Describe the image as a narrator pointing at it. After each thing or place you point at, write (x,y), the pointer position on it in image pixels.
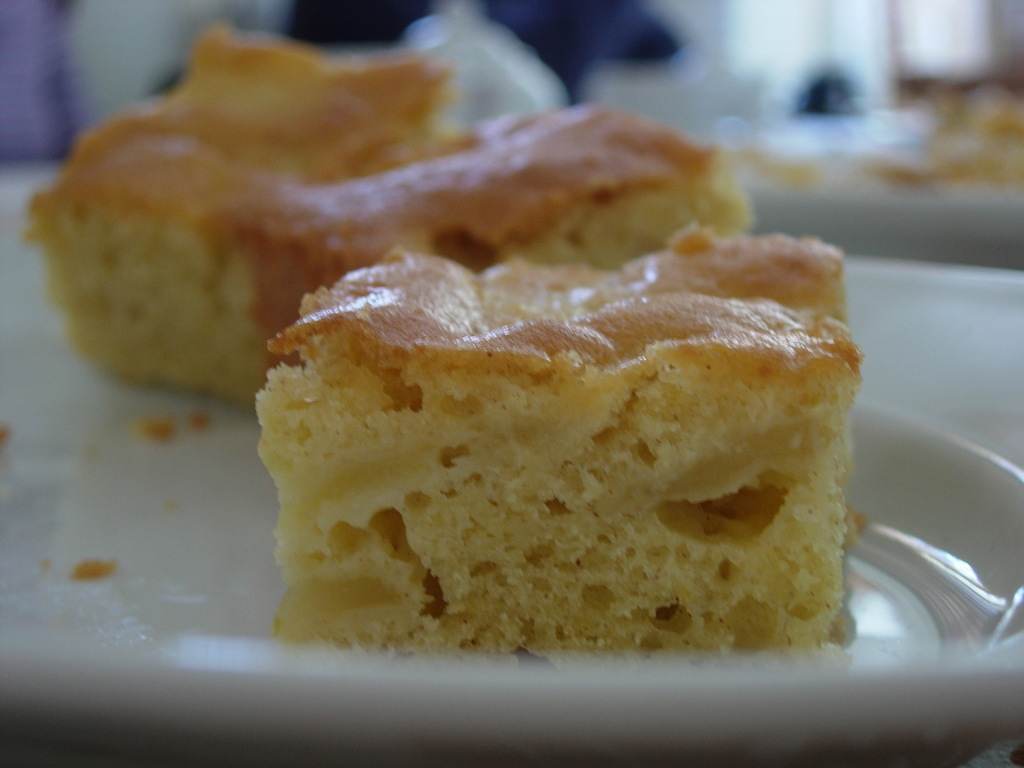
In this image, there is a white color plate (720,738), in that plate (121,612) there are some cake pieces (350,446) kept.
